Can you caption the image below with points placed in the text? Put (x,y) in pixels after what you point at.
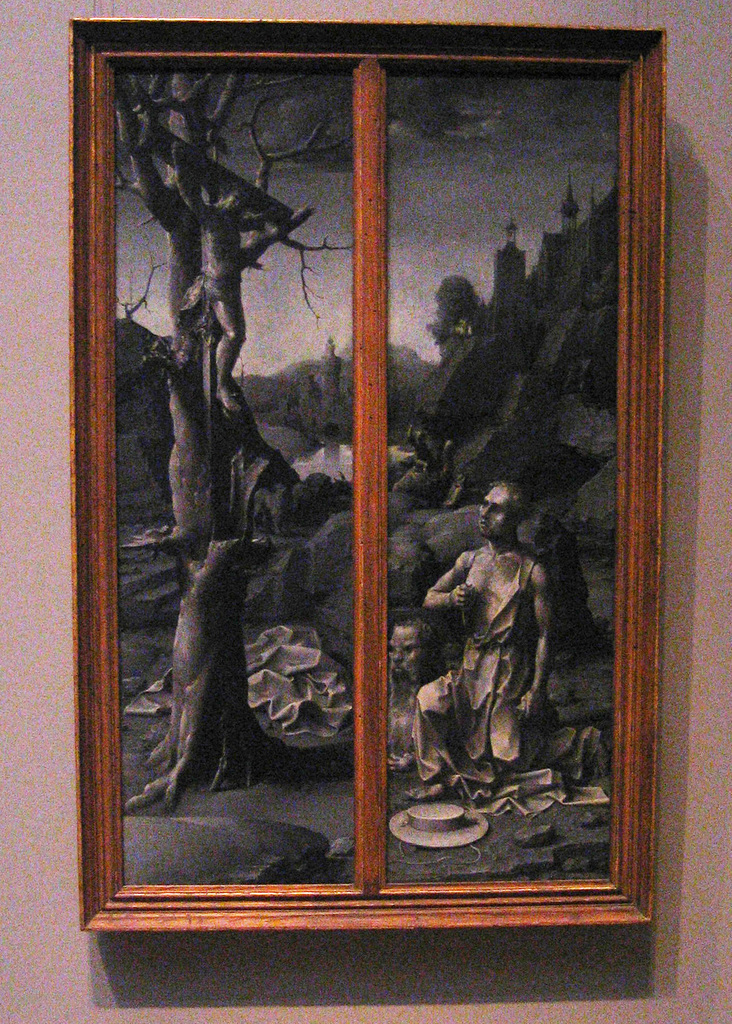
In the picture we can see a photo frame (319,796) on the wall (41,593) with a wooden frame (618,844) in which we can see the image of a person (478,730), hat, dry tree (243,719) and rocks (547,472).
